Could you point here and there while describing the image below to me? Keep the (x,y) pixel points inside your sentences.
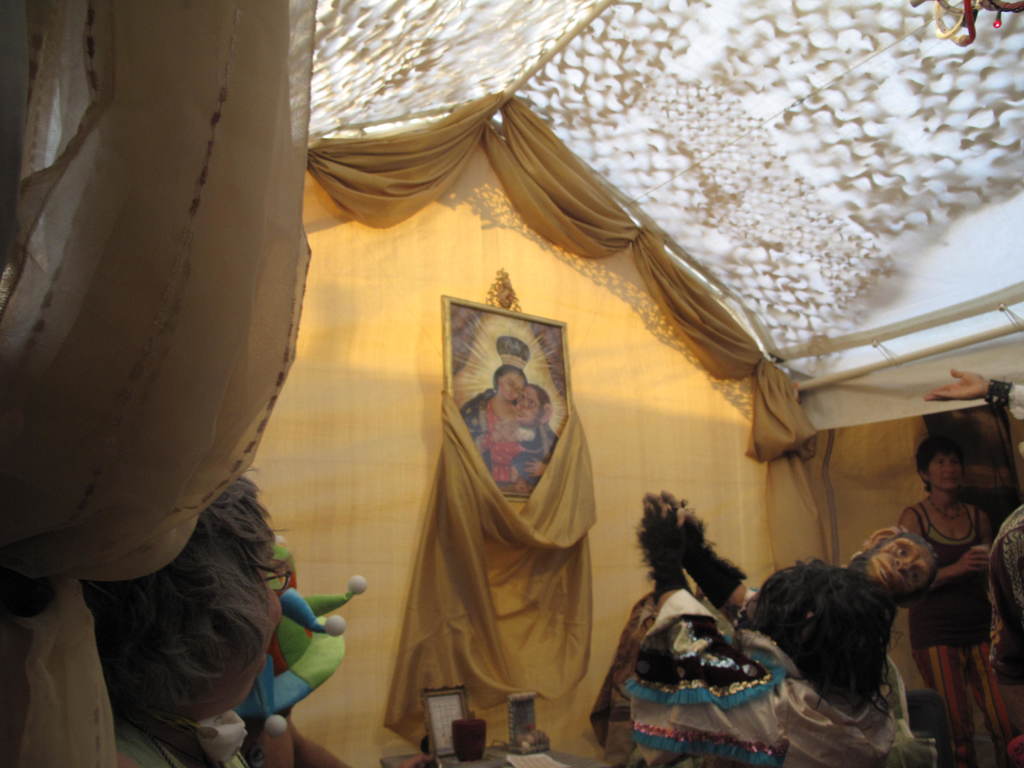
In this picture we can see some people (941,549) where a woman (955,565) standing, frame (517,318) on the wall (387,249), curtains (535,681), spectacle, cap (284,691), paper (525,763) and some objects (509,707).
